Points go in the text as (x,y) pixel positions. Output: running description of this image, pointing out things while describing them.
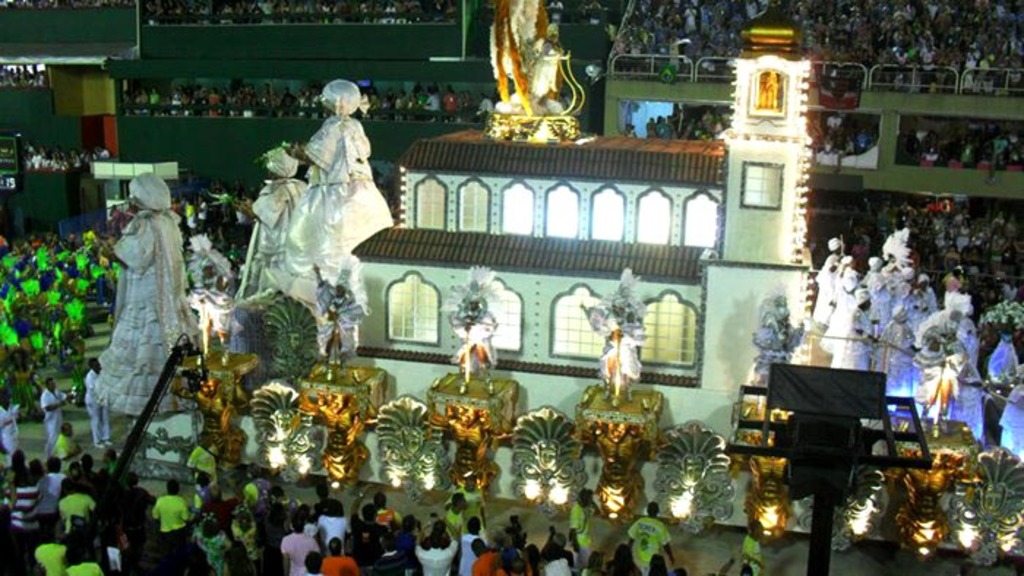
In this picture I see number of sculptures (334,148) and I see number of people (823,60) who are standing and I see few lights (801,160) in the middle of this image (613,217).
